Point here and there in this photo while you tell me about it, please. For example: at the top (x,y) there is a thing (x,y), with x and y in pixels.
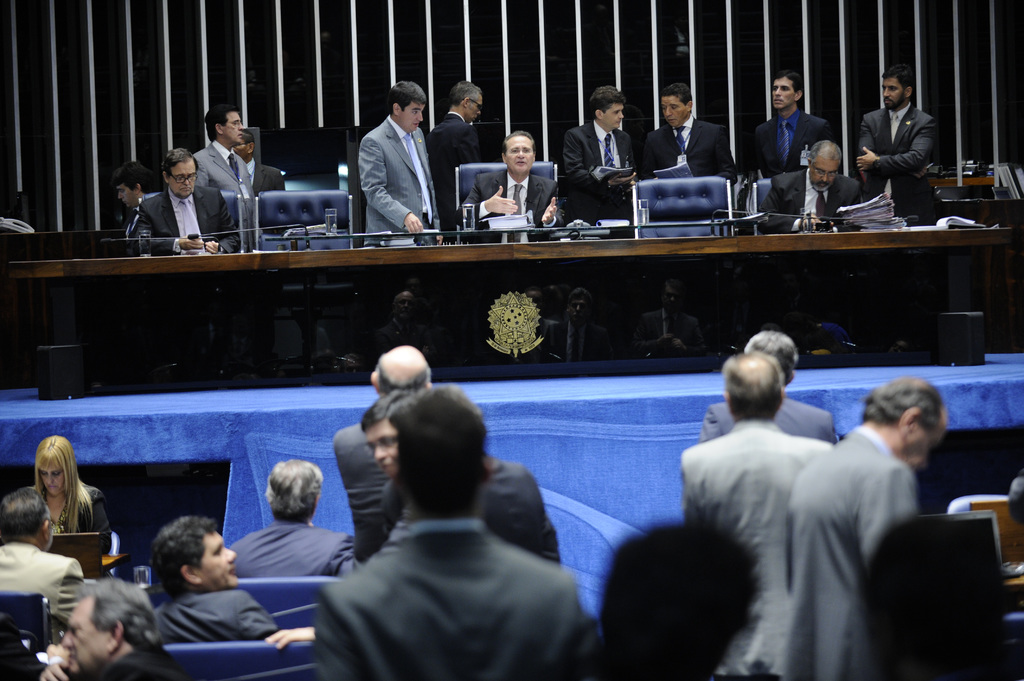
This image consists of a stage (245,413). On that there are chairs (314,222) and table (404,266). People (527,184) are sitting on chairs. On that table (481,247) there are glasses (475,215), papers (405,240). There are some chairs (229,673) at the bottom (198,673). Some people (207,526) are sitting in that chairs (175,653) too.
